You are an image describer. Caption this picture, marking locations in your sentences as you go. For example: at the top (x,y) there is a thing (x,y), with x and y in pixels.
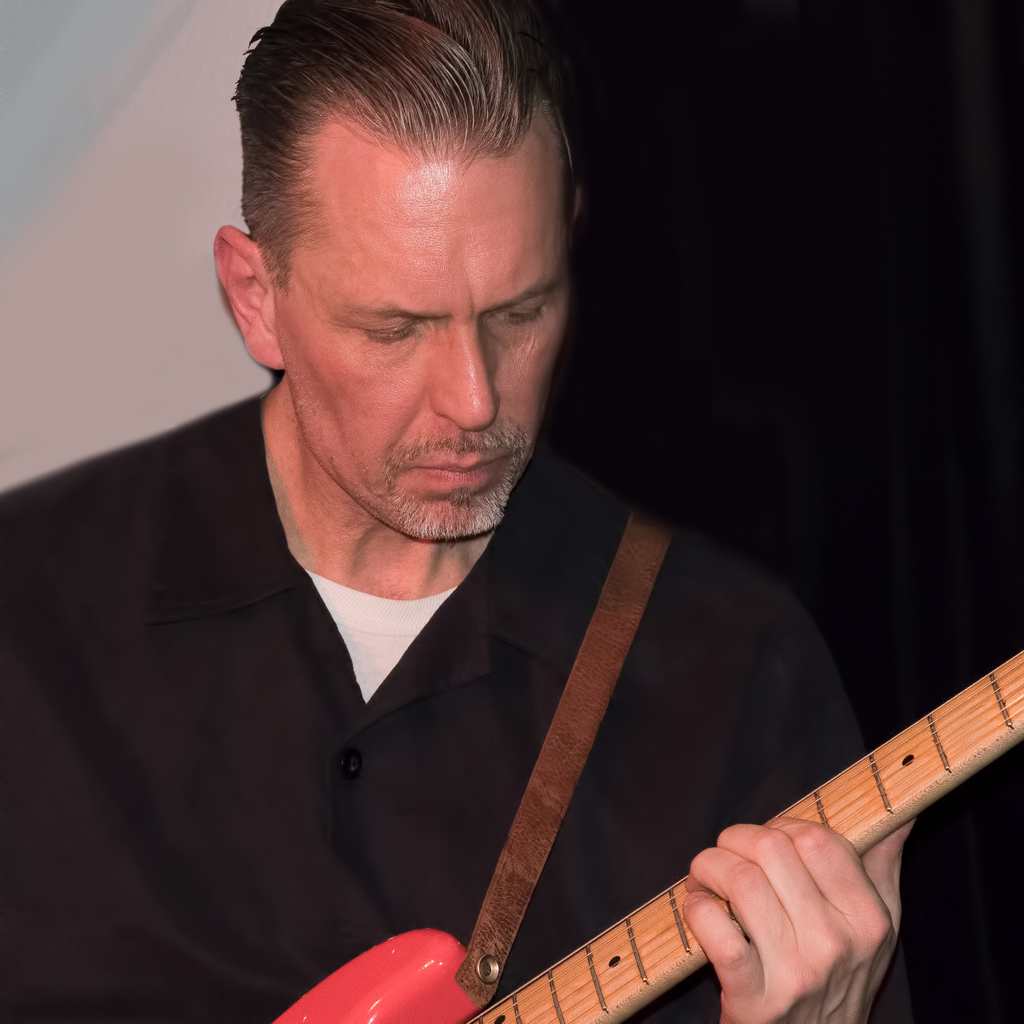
This is the picture of a man (258,729) in black shirt (283,743) holding a guitar (384,1006). Background of the man (265,642) is a wall (117,240).
